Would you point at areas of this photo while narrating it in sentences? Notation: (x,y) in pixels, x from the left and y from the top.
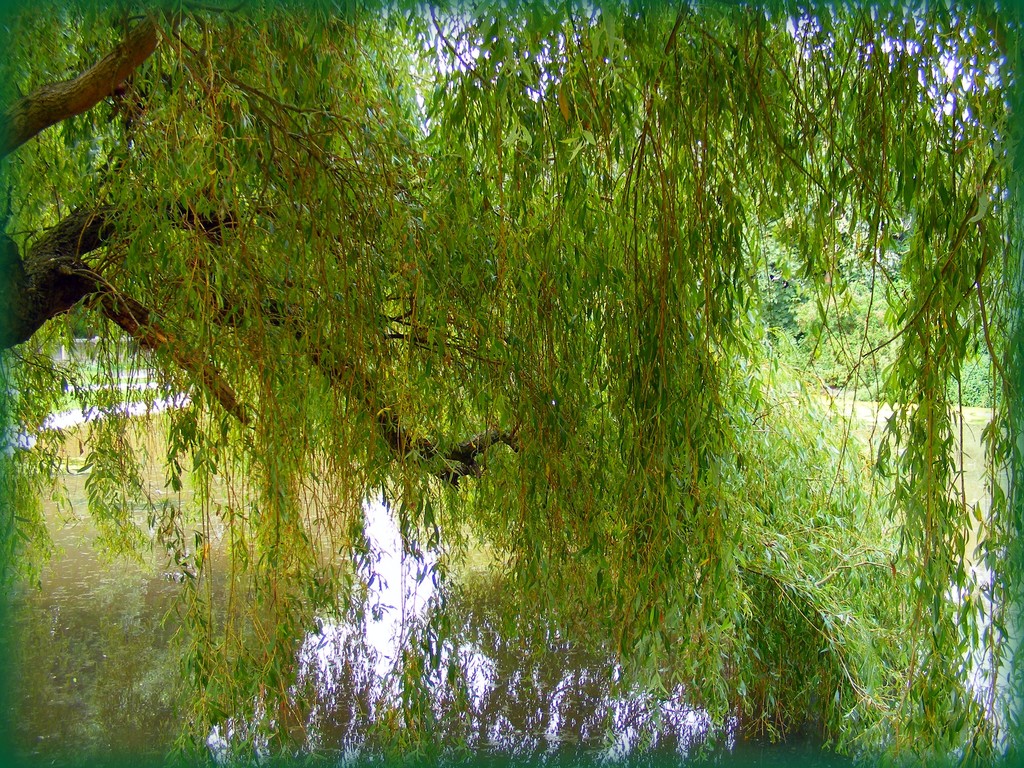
In this picture there are trees (498,389) and there is water (113,602).
